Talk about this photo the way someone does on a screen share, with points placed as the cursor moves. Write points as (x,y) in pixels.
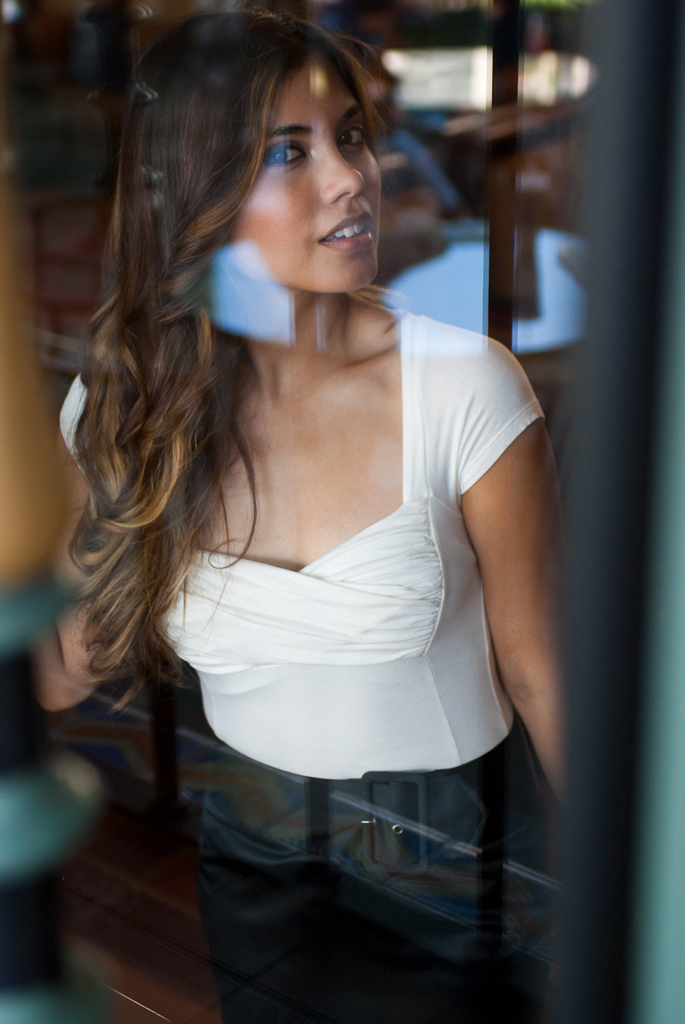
I think this is the glass (535,256) with a reflection (533,265). Here is the woman (379,598) standing and smiling. She wore a white top (371,683) and trouser (446,959).
